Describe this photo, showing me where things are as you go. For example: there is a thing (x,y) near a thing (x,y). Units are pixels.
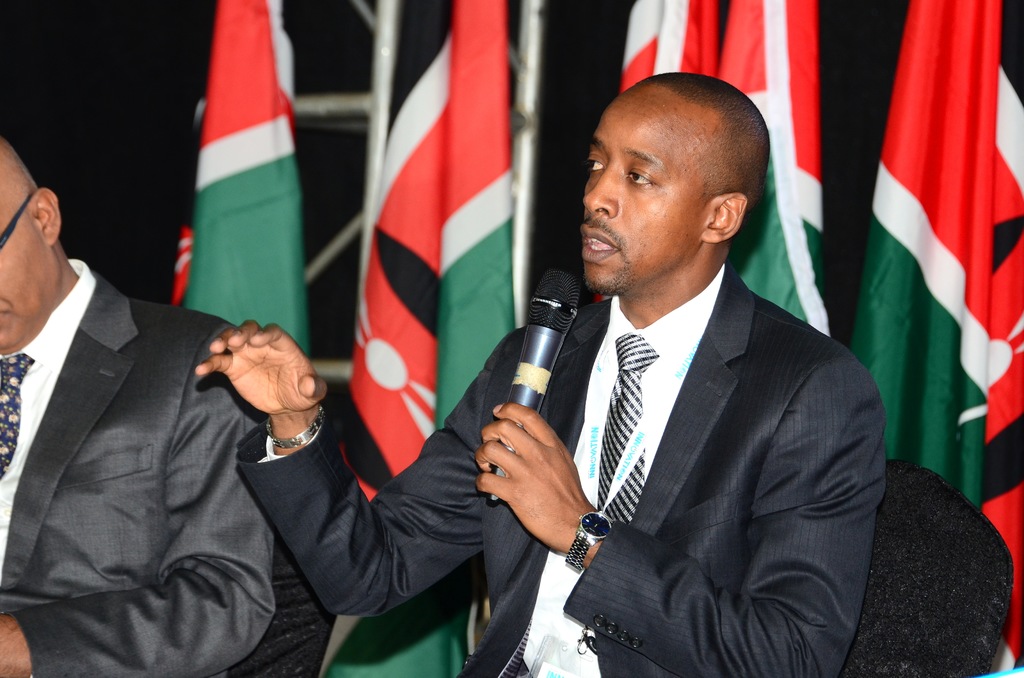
It is a meeting. One man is talking in microphone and one person (9,440) is sitting beside to him on chair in the background (465,142) we can find four to five flags (462,128) and stand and the man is wearing blazer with tie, and shirt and wrist watch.
